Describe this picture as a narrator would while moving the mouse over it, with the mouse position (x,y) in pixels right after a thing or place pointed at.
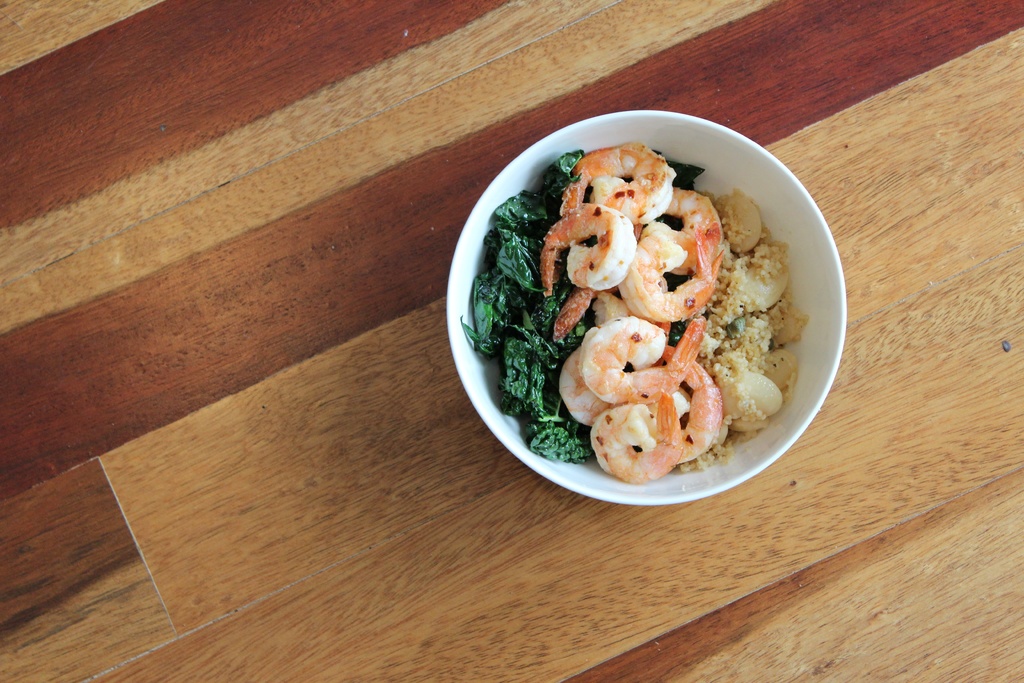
This image consists of a bowl (798,391). In that there are some eatables (611,328) such as leafy vegetables (560,429), prawns (557,330).
